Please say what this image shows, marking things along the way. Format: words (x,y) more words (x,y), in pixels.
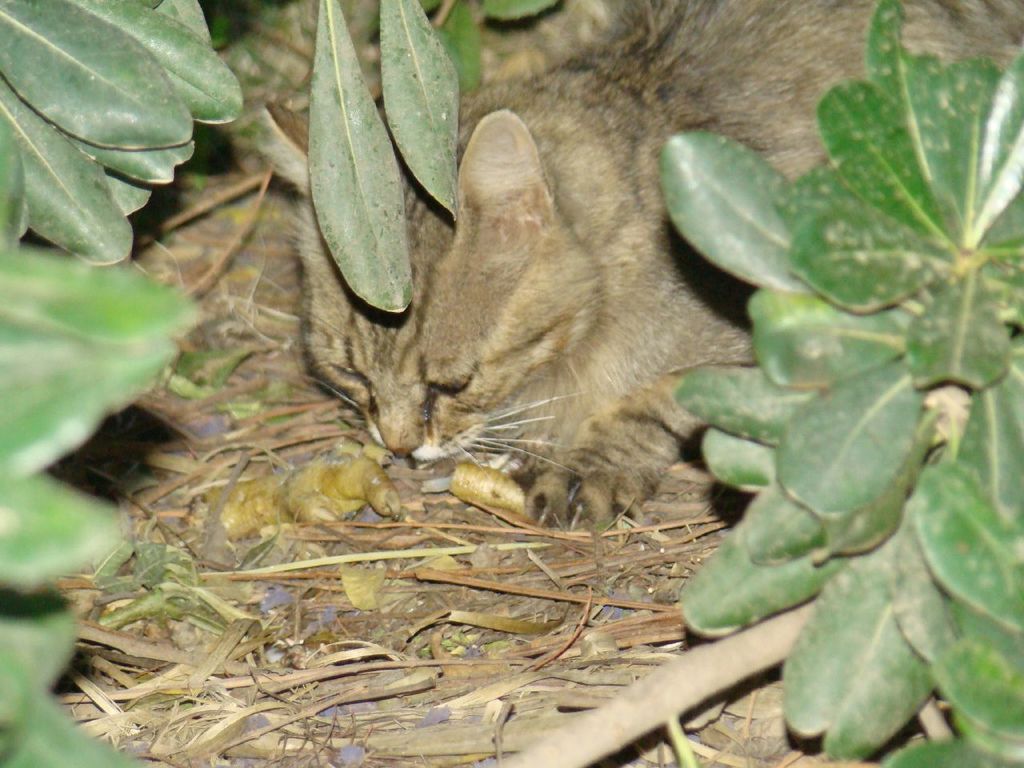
In this image we can see a cat (561,425) on the ground (561,562). In the background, we can see group of leaves (29,408) and some dried grass (428,636).
